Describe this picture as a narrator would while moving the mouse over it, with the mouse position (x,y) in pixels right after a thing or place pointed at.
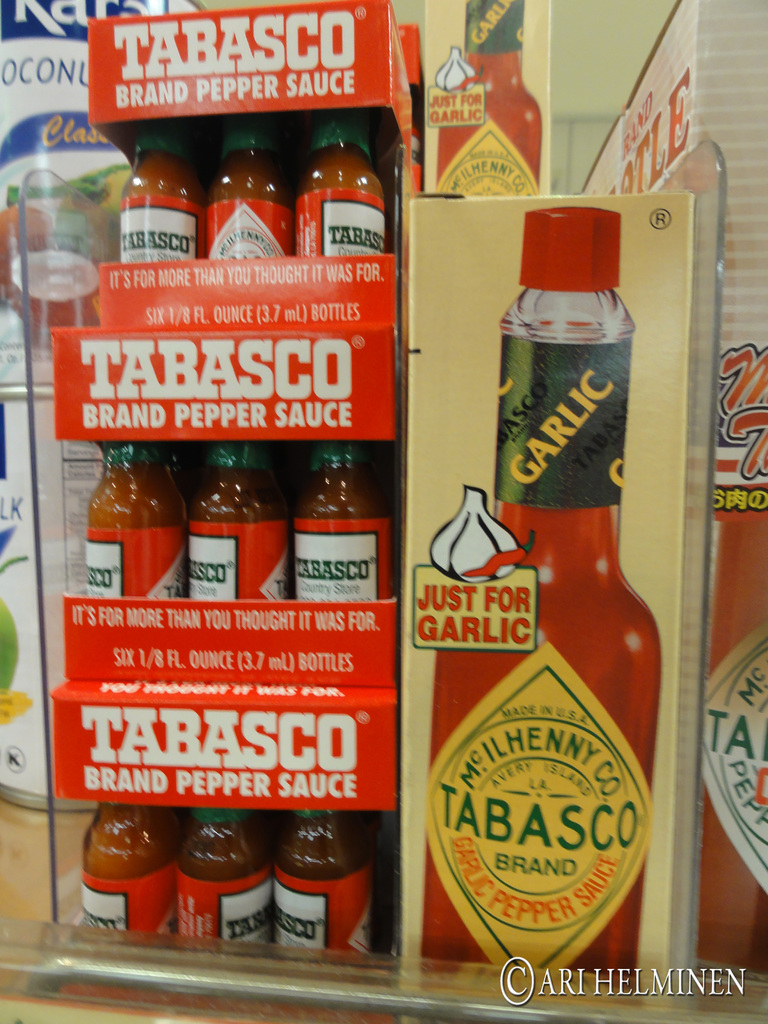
In this image we can see some bottles (283,499) placed on racks (340,671). To the right side of the image (561,326) we can see a poster (631,621) with some text (564,747). In the background (27,444), we can see some cans (85,88).
